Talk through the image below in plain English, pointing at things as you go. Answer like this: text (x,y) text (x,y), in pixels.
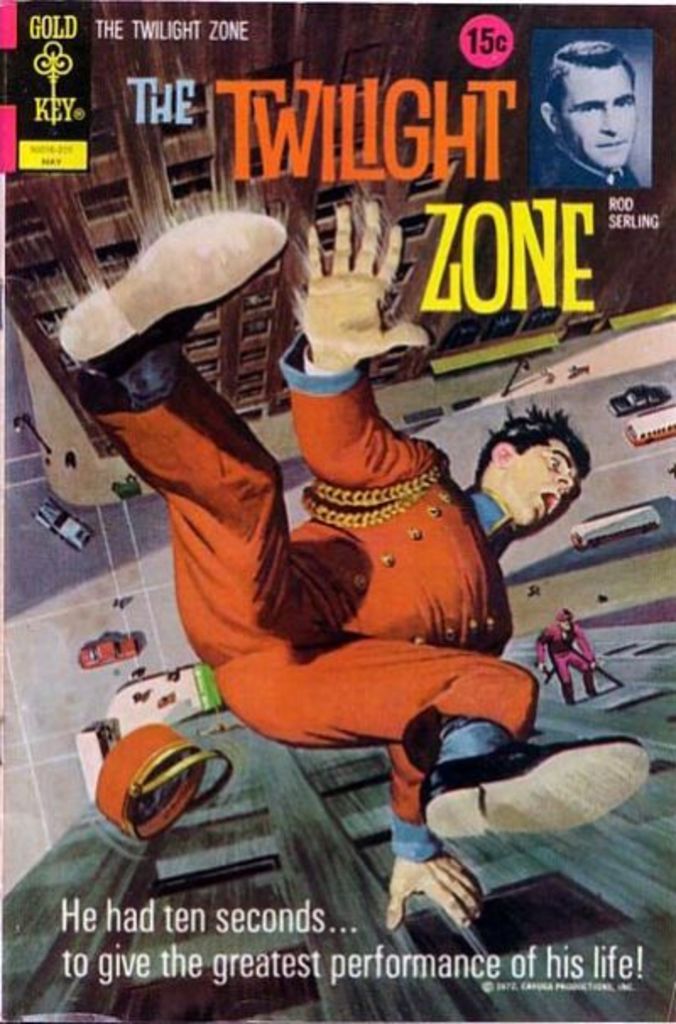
In this picture we can see a poster (345,485), in the poster (309,526) we can find few cartoon images (351,617) and buildings (259,381), and also we can see some text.
